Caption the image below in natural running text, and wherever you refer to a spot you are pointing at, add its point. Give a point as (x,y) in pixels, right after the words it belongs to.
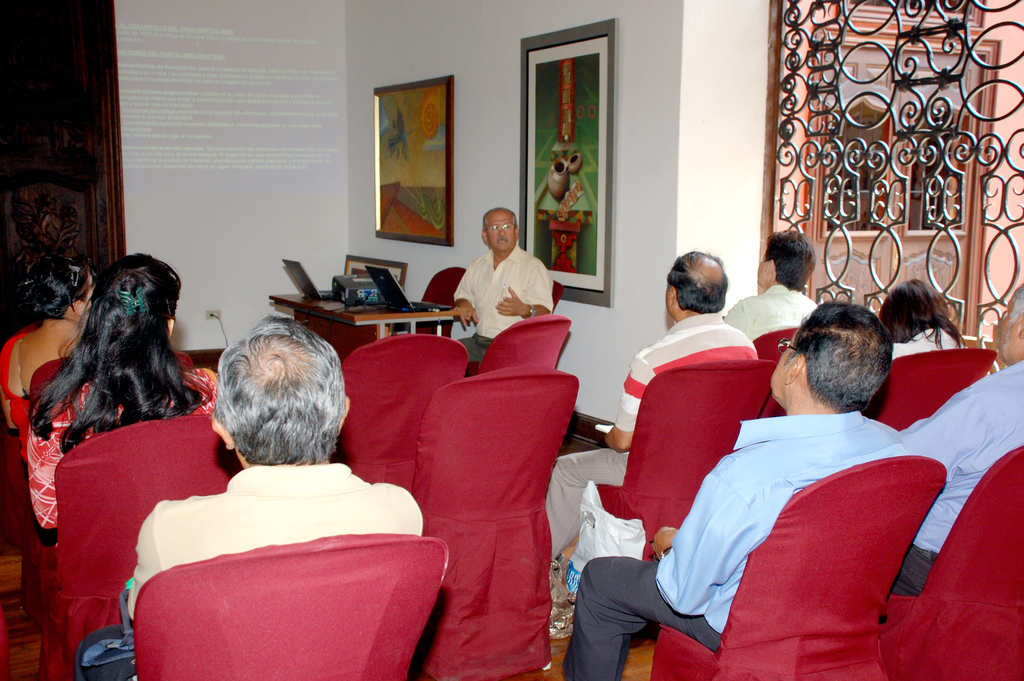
In this picture there are a group of people (285,365) sitting on the chairs (325,544), there are also some empty chairs (530,398). There is a man (472,306) sitting over here and he is looking at the people (681,336) in front of them. In the backdrop (343,186) there is a wall (133,41) used as a projector screen (240,143), and there is a photo frame (610,171).
